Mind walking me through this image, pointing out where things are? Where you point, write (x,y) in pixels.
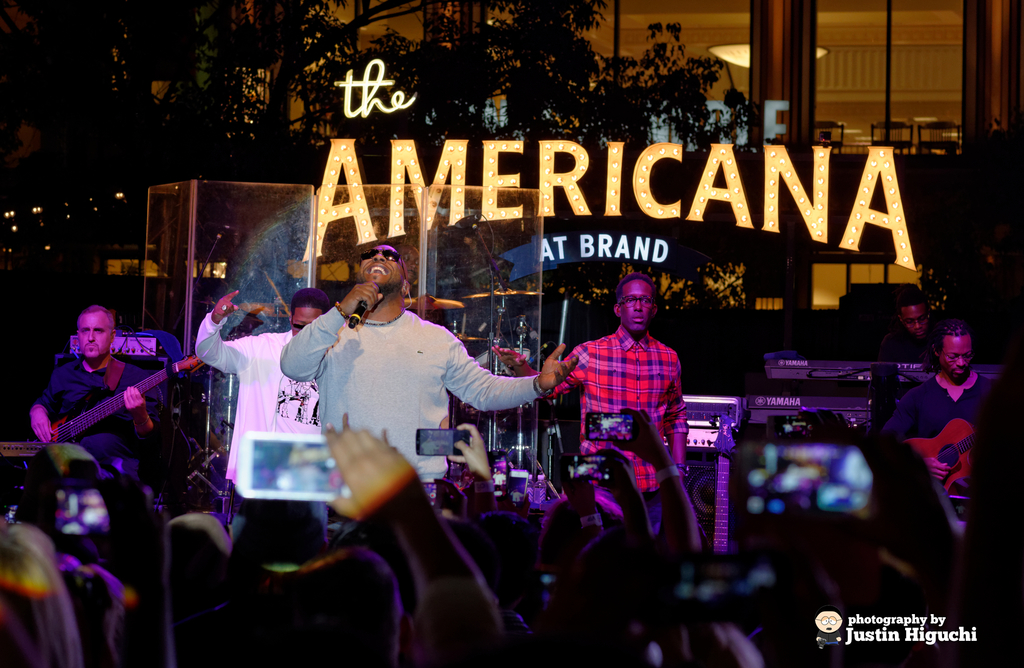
This is a picture taken outdoors, on the stage (302,358) there are the group of people (368,388) performing the music. The person (383,383) in the middle of the stage (369,367) holding a microphone (354,314) and singing a song. In front (391,467) of this people (404,378) these are the audience (342,468) recording their performance through mobile phones (450,454). Background of this people (296,374) is a tree (326,122) and a building (801,53).
